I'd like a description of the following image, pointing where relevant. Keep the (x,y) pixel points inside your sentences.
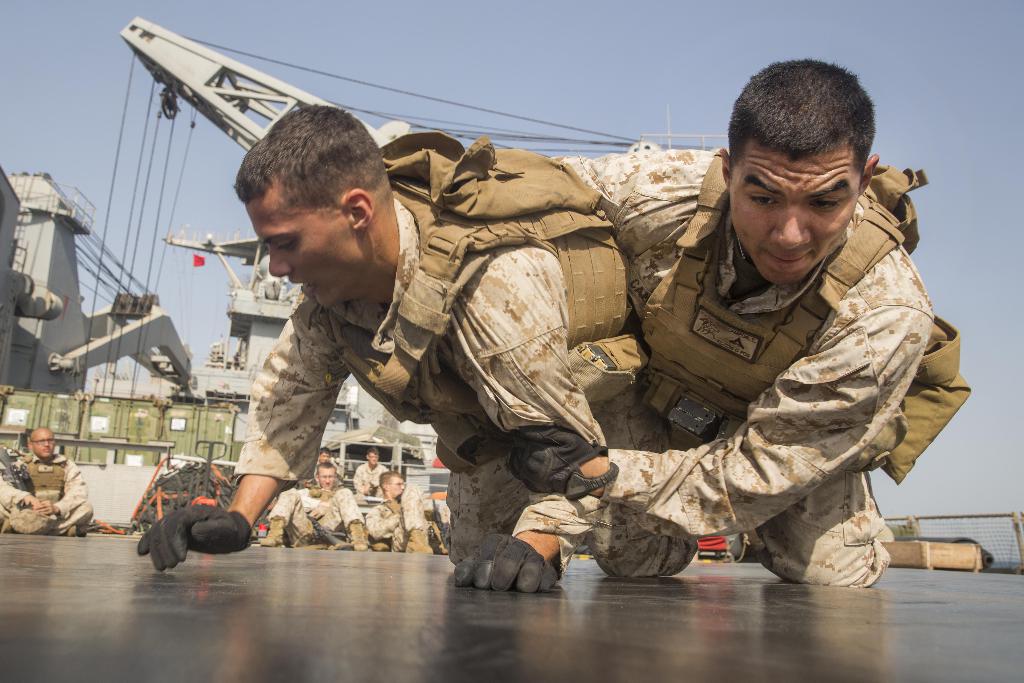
In the center of the image (366,303), we can see people (540,236) fighting on the floor (520,609) and in the background (50,444), there are some other people (320,496) sitting and we can see some machines (239,301).
